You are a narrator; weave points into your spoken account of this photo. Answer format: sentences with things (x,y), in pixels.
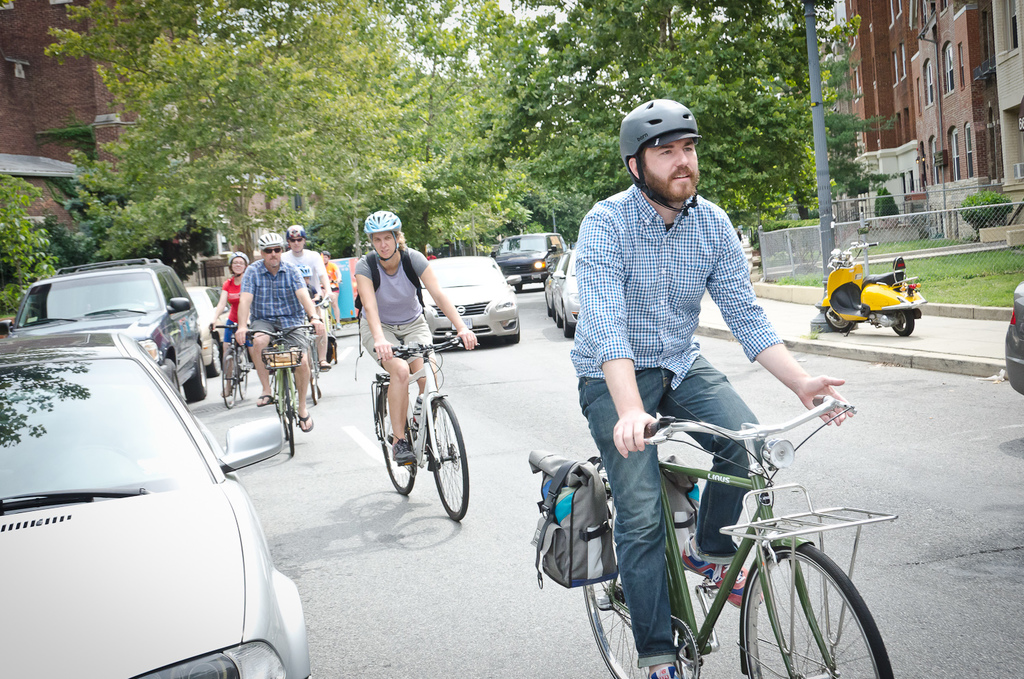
In this picture we can see men (613,325) and women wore helmets (651,145) riding bicycles (268,347) on road (523,404) and we have cars (451,292) on road (851,471) and beside to this there is foot path (800,316) scooter (838,302) on it and in background (639,75) we can see trees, building (935,70) with windows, fence (952,225), grass (940,245).
